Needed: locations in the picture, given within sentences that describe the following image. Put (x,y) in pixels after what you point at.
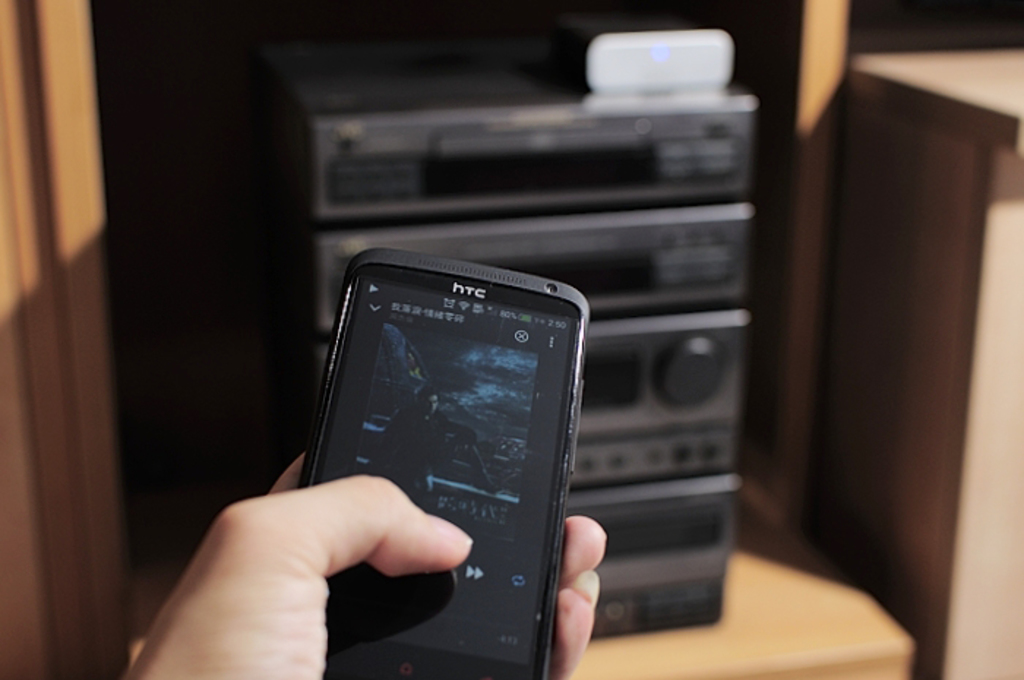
In this image we can see some person (569,528) holding a HTC mobile phone (476,431). In the background (595,183) we can see a home theatre (659,339) on the wooden surface (766,636).
